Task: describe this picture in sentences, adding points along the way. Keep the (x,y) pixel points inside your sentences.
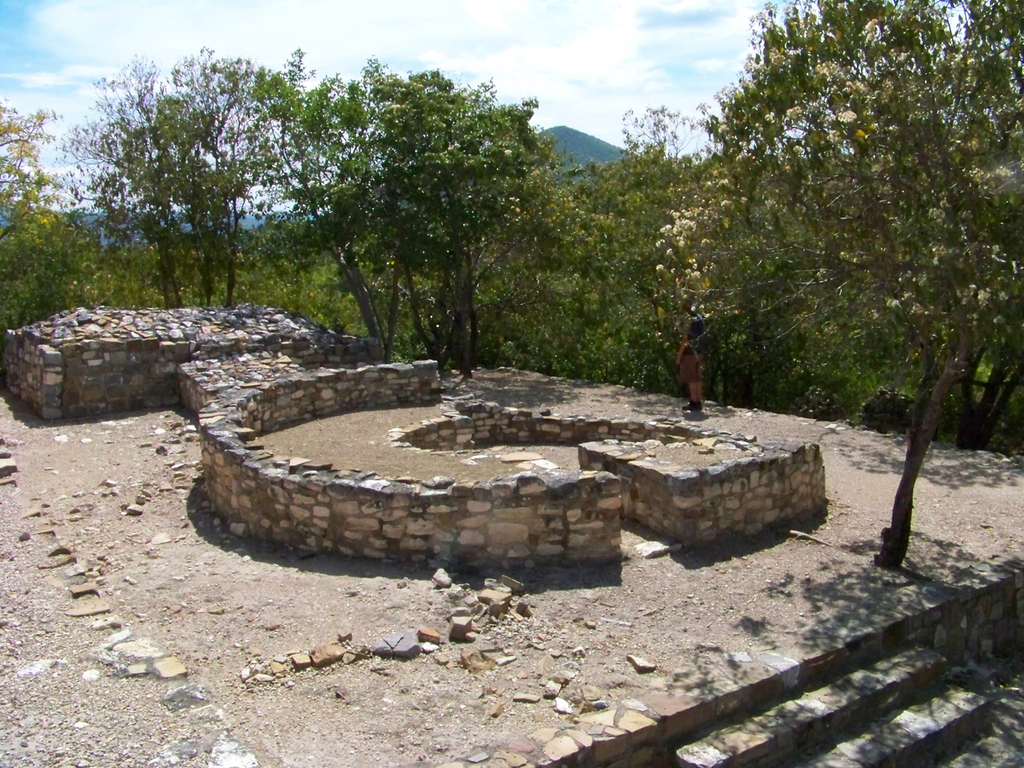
In the middle of the image (409,379) there are some stones (249,336) and fencing (736,524) and wall (749,510) and there is a person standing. Behind him there are some trees (646,325) and hills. Top left side of the image (46,98) there are some clouds (743,17) and sky (715,53). Bottom right side of the image (917,643) there are some steps (767,668).
